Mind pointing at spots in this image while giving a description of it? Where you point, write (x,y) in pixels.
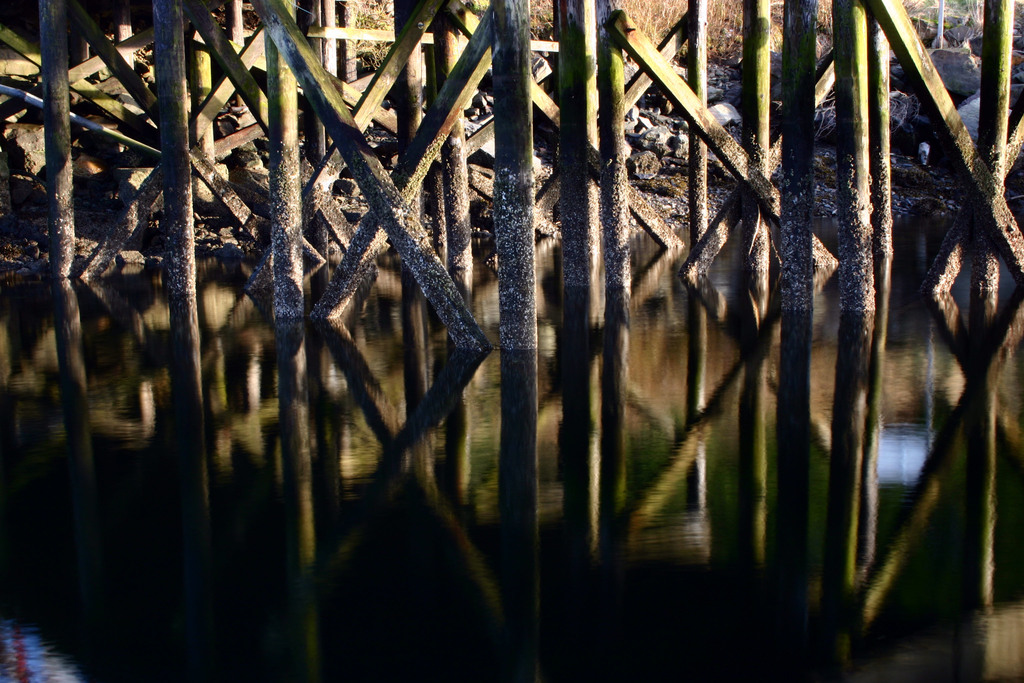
In this picture I can see water (524,474) and I can see few wooden poles (506,179) and few rocks (257,208).
